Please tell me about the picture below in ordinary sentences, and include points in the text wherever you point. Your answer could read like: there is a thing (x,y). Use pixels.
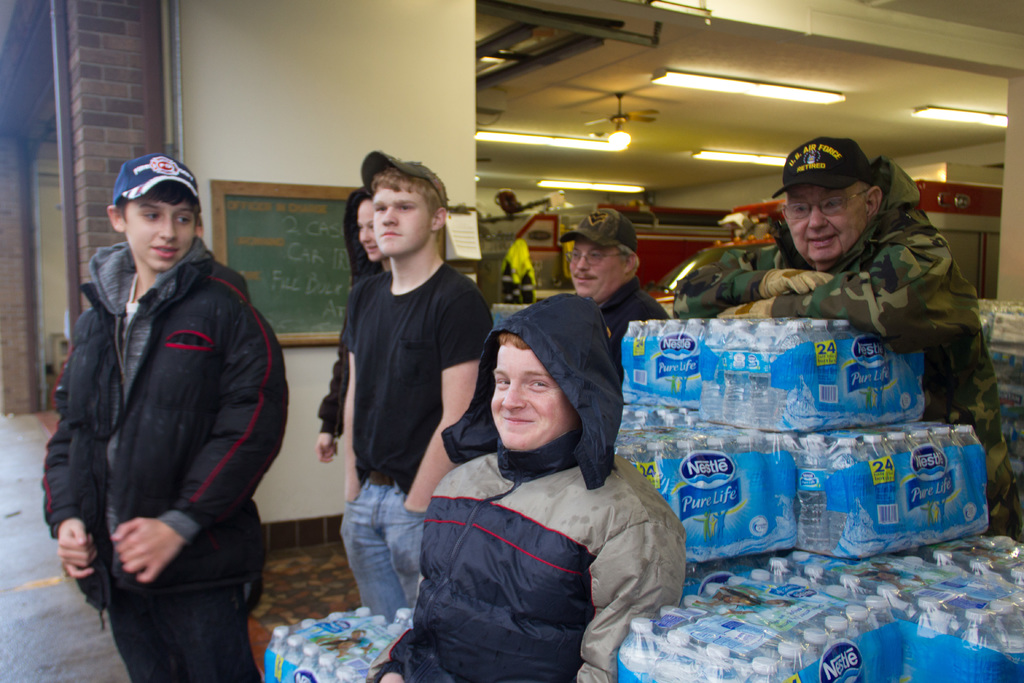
In this image there are people (414,292) standing one person (429,575) is sitting on water bottles (790,589), in the background (73,175) there is a pillar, at the top (899,64) there is a ceiling (845,59) and lights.
